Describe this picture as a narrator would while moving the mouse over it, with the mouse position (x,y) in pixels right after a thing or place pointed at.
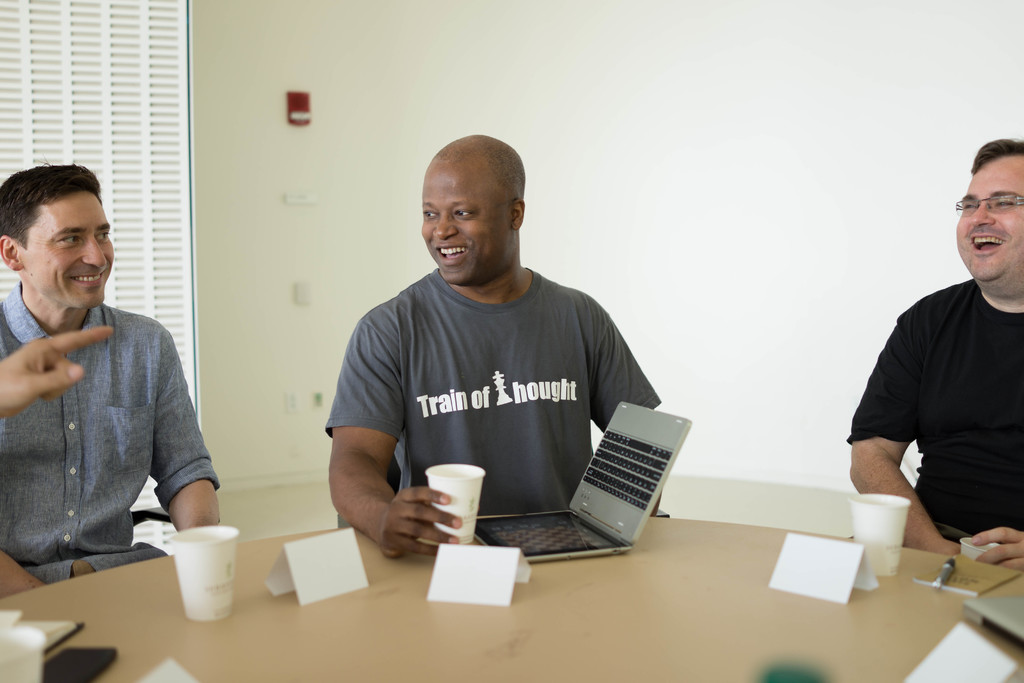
In this image I can see three people (532,394). In front of them there is a laptop (621,495), cup (464,526) on the table (569,626). At the back (459,81) there's a wall (534,146).
